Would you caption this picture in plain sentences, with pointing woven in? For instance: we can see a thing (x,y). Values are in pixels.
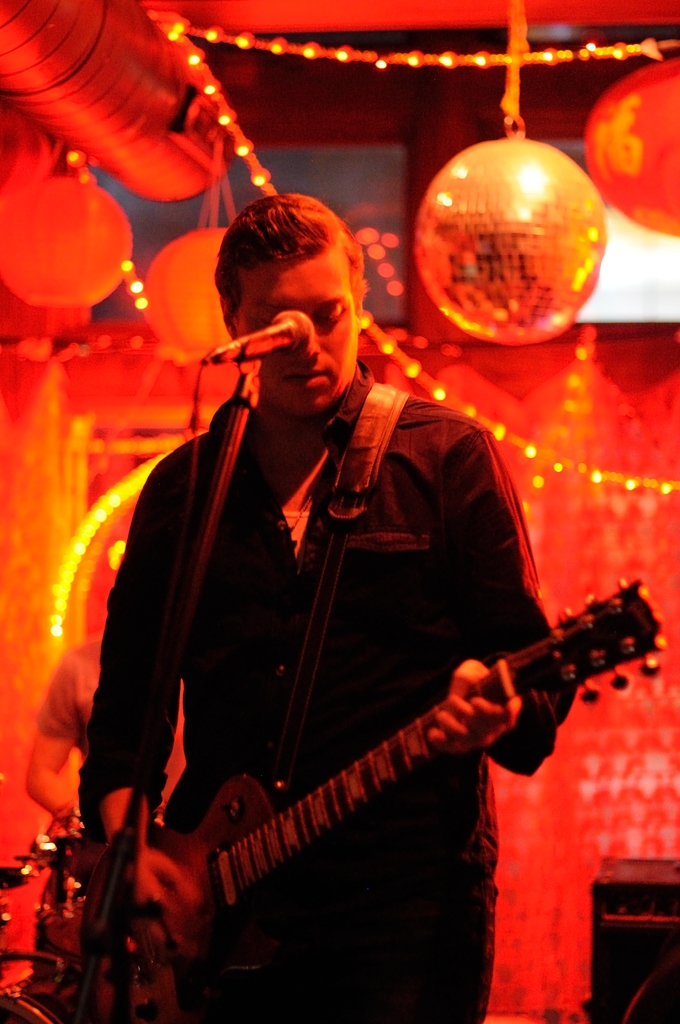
I could see a person (340,312) holding a guitar (230,863) and a mic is in front of him he is dressed in a black colored shirt (431,645). In the left side of the picture (74,697) i could see a person (71,709) in the back ground (71,711) with some musical instruments (74,927) and in the right corner (633,896) there is black colored box (642,938) and in the background (530,306) there is decorative things (540,164) hanging over from the ceiling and a serial lights (635,482) also hanging over.
